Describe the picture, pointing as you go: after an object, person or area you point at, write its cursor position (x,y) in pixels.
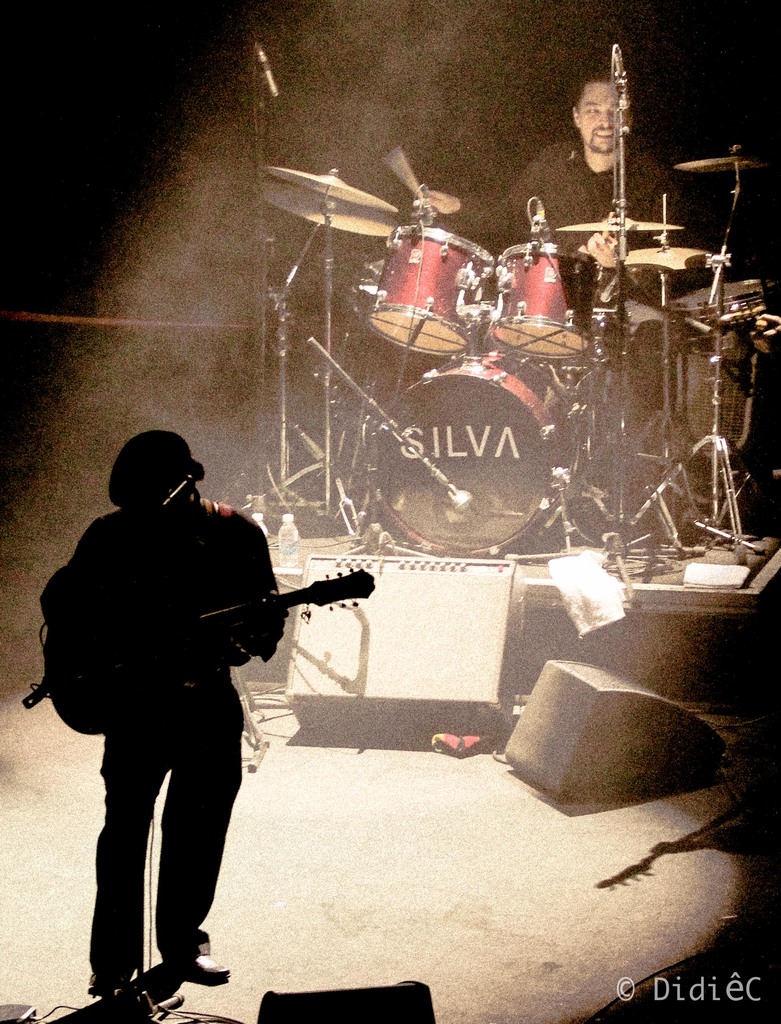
In this image I can see the stage (403,913) on which I can see a person (187,490) standing and holding a musical instrument (204,676). I can see a microphone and in the background (419,490) I can see few other musical instruments (469,409) and a person (601,73) sitting behind them.
